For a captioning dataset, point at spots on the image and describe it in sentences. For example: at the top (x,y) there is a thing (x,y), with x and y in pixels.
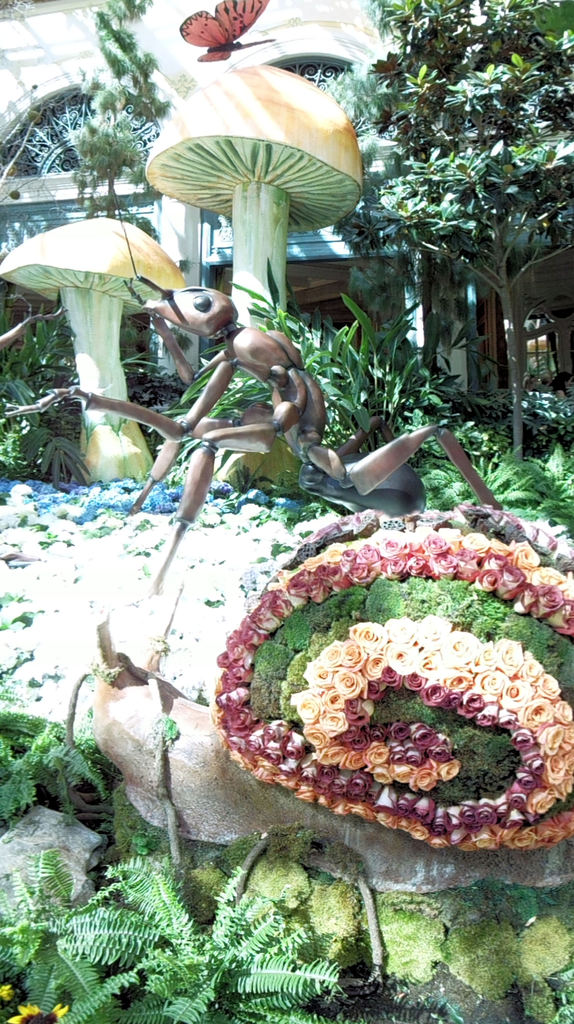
In this image I see number of plants (8,642) and I see flowers (333,643) over here and I see the depiction of an ant (206,420) and a butterfly (218,43) over here.
